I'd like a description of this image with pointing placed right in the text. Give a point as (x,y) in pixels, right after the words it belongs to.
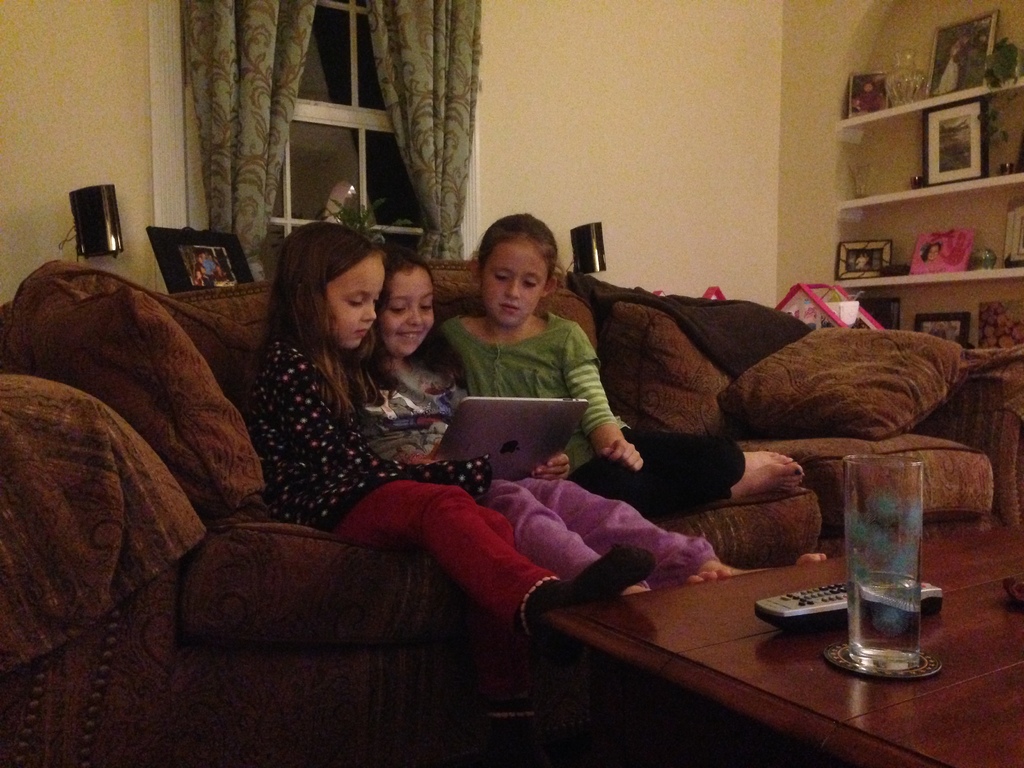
On the background (571,158) we can see a wall (603,132), window (334,83) with curtains (452,105). Here we can see shelves (975,186) and few photo frames (975,153) and show pieces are arranged in the shelves (936,279). here we can see sofas (969,397) and cushions (169,437). We can see three girls (396,472) sitting on the sofa (962,382) and looking into the tablet (494,452). Here we can see a table (831,664) and on the table (826,681) we can see a remote (836,609) and a glass of water (884,618).
